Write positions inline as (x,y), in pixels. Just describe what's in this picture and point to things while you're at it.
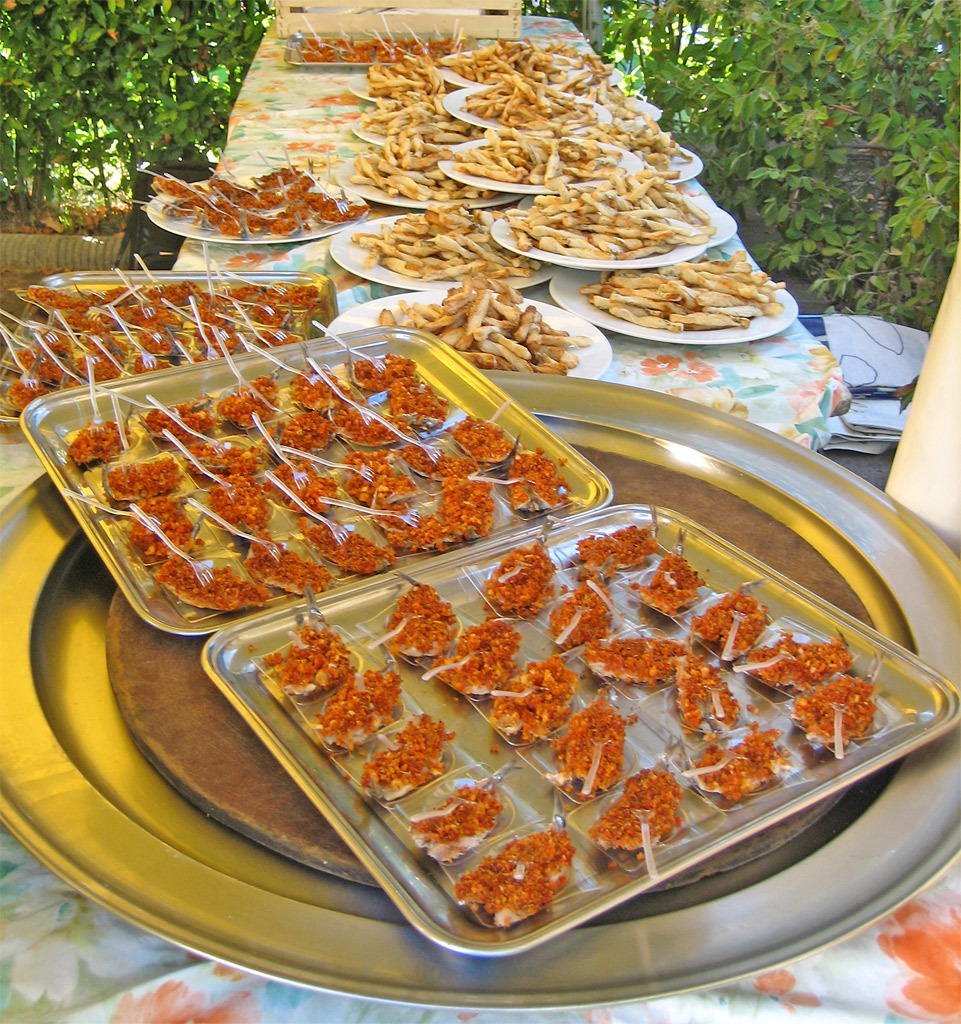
In this image there are food items (427,395) in the plates (949,790) which was placed on the table (295,74). In the background of the image (26,41) there are plants (736,174).
